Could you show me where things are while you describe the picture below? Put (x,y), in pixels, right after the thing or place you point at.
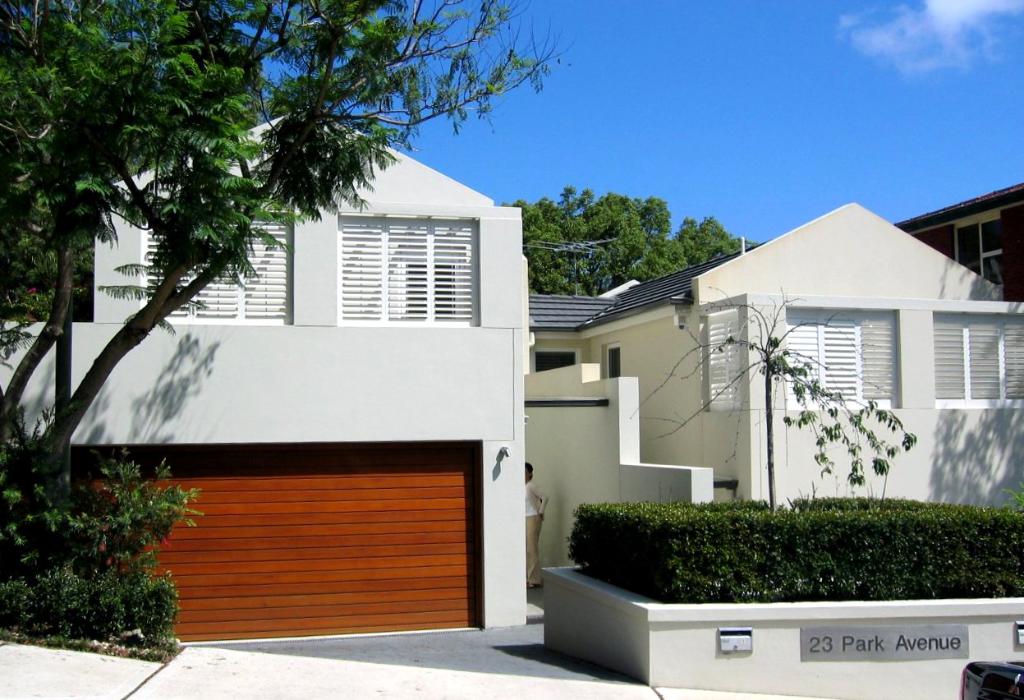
In this picture we can see few buildings (477,312), trees (325,102), plants (119,471) and clouds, in the middle of the image (530,466) we can see a person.
